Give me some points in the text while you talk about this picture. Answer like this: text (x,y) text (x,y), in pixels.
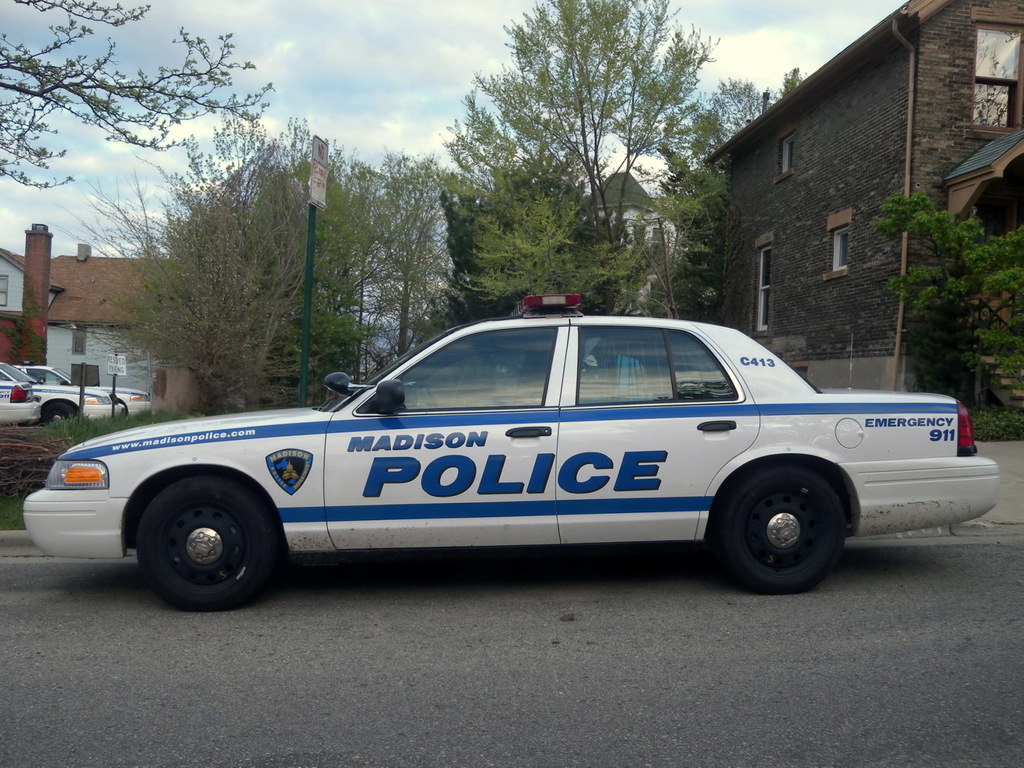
At the bottom of the image (411,682) there is a car (459,355) on the road (651,667). Behind the car (413,468) there are trees (424,221) and also there is a pole (308,260) with sign board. And also there is a building (924,175) with walls (863,248), windows (793,153) and roofs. In the background (82,350) there are buildings (27,278) and also there are cars (12,404). At the top of the image (391,56) there is sky (782,58).
